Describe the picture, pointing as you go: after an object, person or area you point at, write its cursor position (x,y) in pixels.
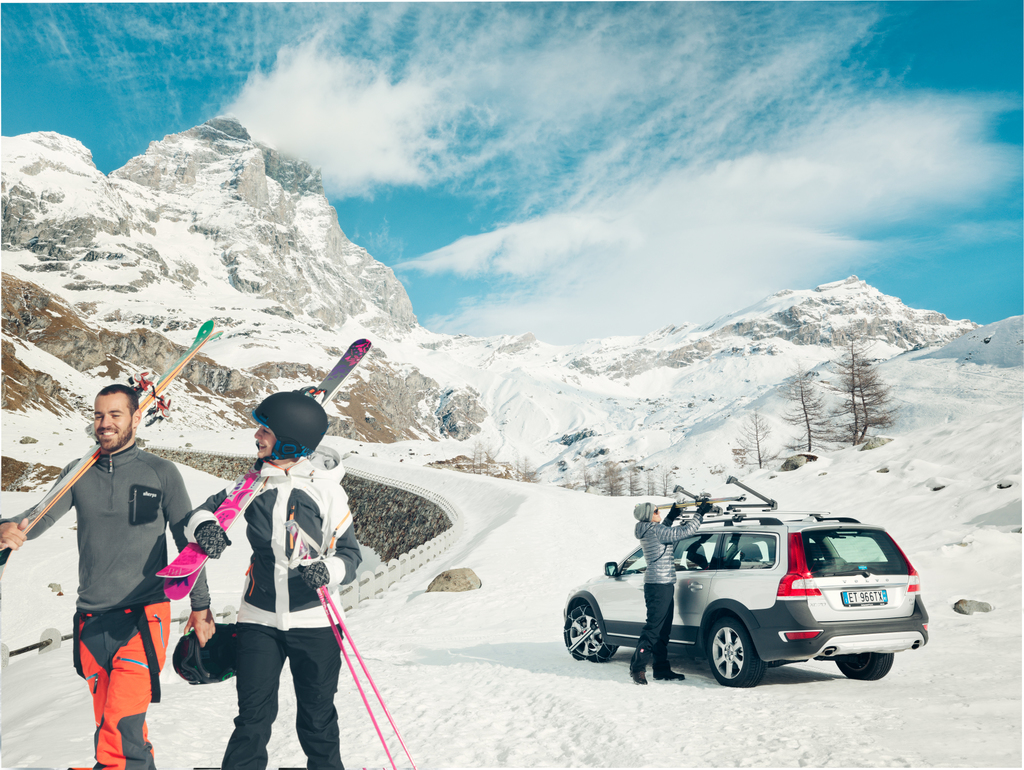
In this picture we can see a group of people (315,763), here we can see a vehicle (580,619) and in the background (576,447) we can see mountains (834,313), sky (866,131).
